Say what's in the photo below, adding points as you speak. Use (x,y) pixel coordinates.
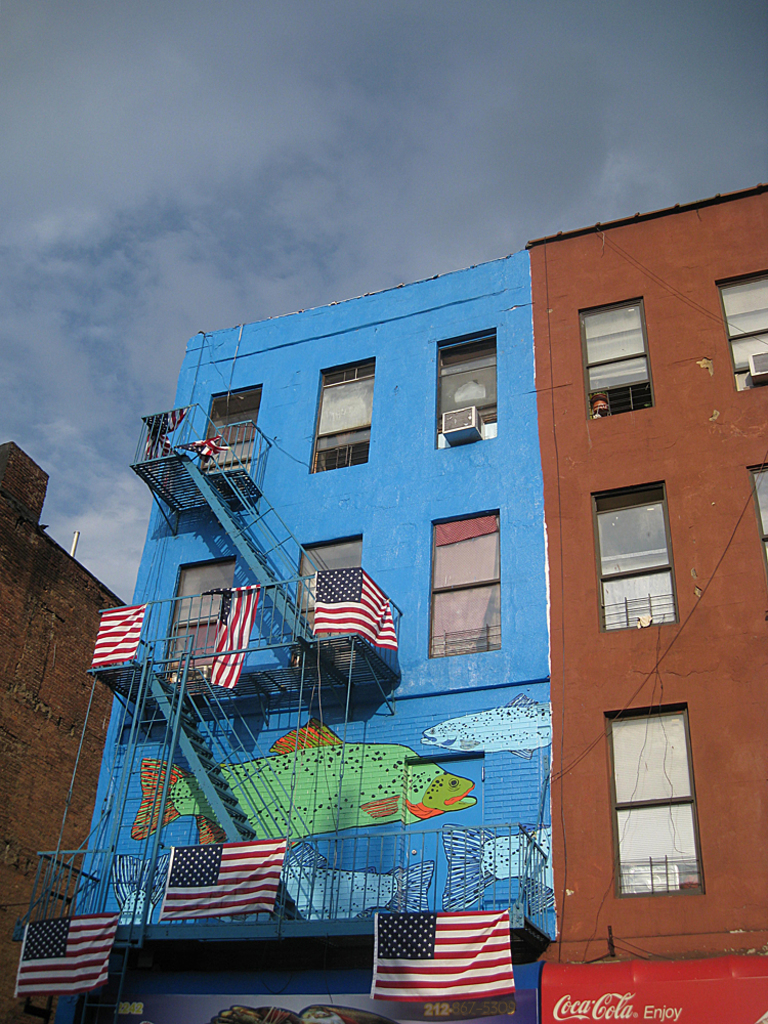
These are the buildings (524,523) with the windows (620,843). I can see the wall painting (353,759) on the wall (492,888). These are the flags (207,865) hanging. I can see the stairs (263,565). These are the clouds (280,174) in the sky (481,170).
